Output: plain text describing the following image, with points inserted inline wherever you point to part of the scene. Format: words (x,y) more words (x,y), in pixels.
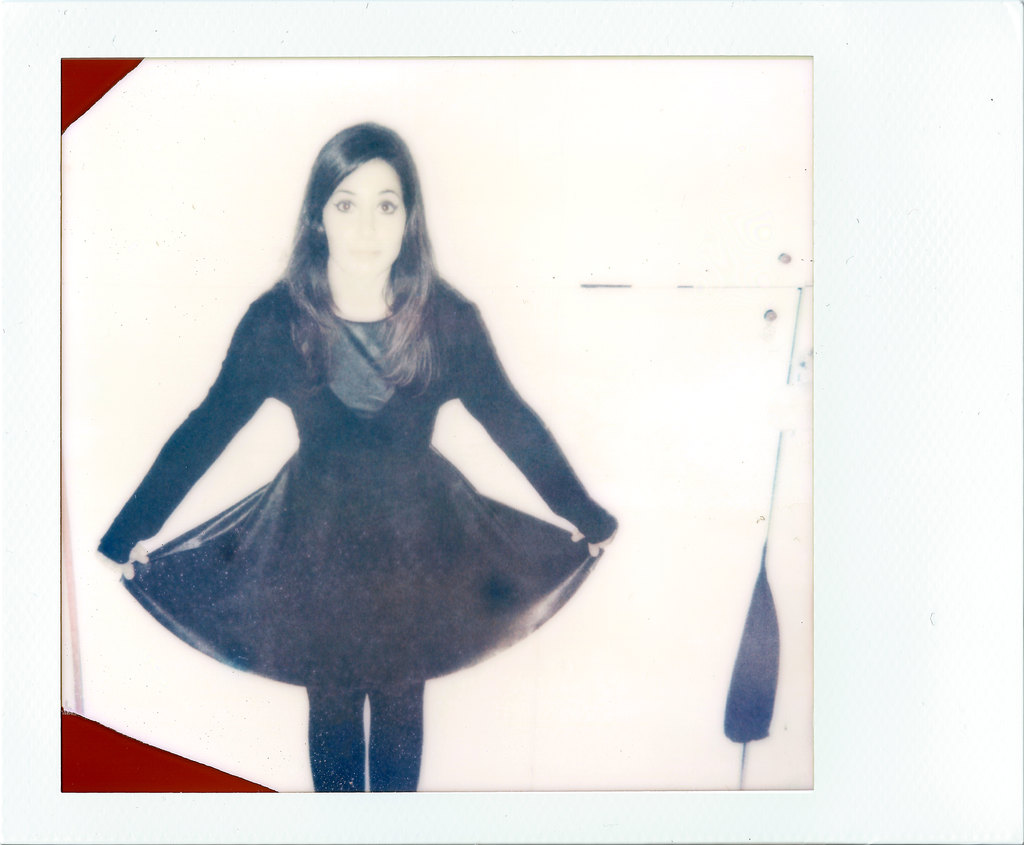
As we can see in the image there is a wall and photo frame (890,564). In photo frame (958,597) there is a woman (374,480) wearing black color dress (359,575).
